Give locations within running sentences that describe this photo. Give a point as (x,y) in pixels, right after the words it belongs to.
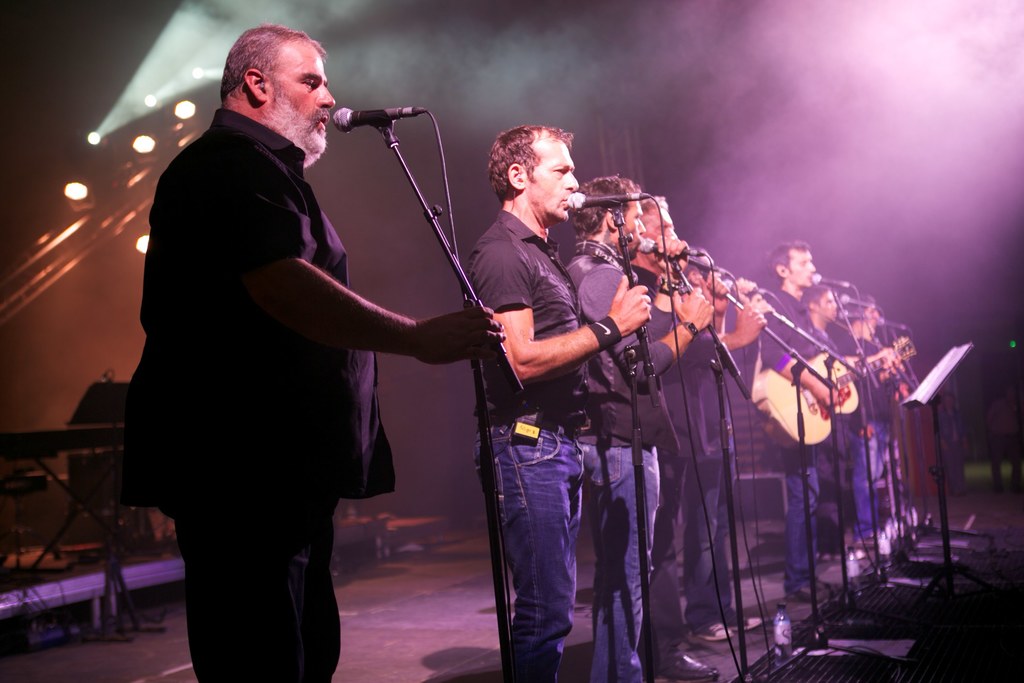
In this picture there are many people (663,370) standing in a row in front of a mics (644,249) and stands (503,358), singing on the stage (846,532). In the background (496,55) there is a smoke (418,99) and some lights (153,96) here.
